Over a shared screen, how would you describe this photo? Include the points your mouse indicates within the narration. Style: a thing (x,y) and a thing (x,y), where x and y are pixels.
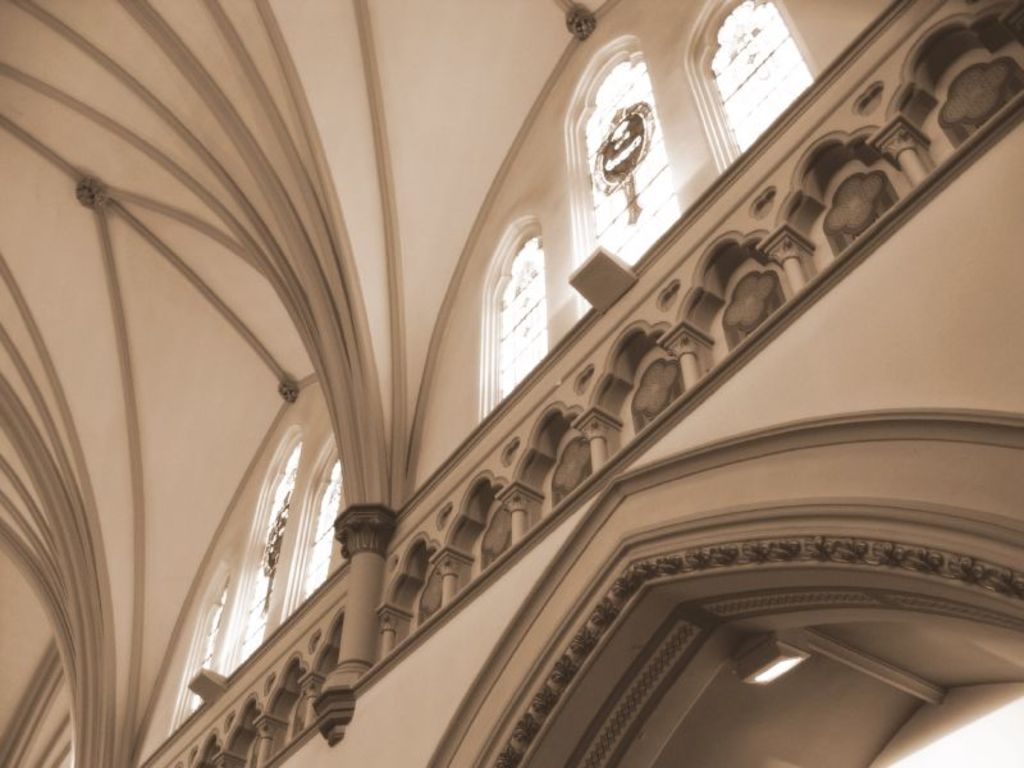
This picture shows the inner view of a building (712,675). There is one light (766,644) attached to the ceiling (727,674) and there are some glass windows (764,20).
